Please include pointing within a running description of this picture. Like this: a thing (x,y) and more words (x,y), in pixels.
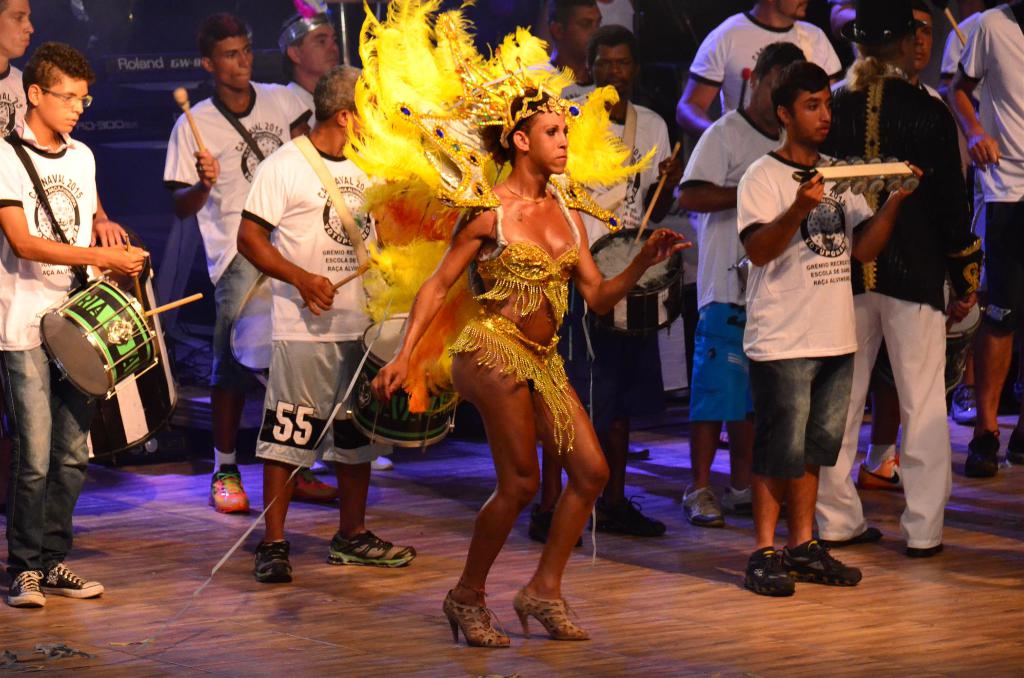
This picture shows few people (765,174) standing and we see a few men (331,443) holding drums (161,356) in their hands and we see sticks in their hands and we see a woman (492,381) dancing she wore a fancy dress (500,321) with feathers (524,50) and we see a man (906,42) wore a cap (898,12) on his head (916,40).
